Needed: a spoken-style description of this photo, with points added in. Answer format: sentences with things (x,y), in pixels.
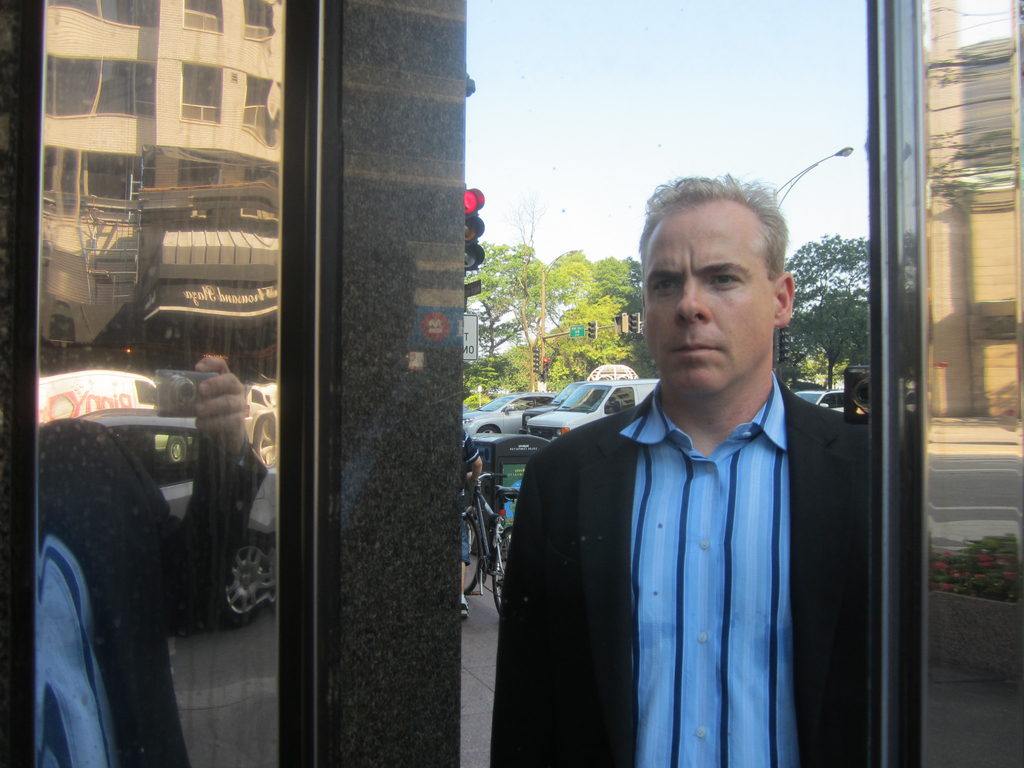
In this image I can see a person (716,579) wearing black and blue colored dress (708,580) is standing. In the background (590,385) I can see few vehicles (604,413) on the road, a traffic signal (541,364), few trees (561,276) which are green in color and the sky (701,136). To the left side of the image (94,615) I can see the reflection (200,503) of a person (146,512), few vehicles (171,460) and a building (146,346).
